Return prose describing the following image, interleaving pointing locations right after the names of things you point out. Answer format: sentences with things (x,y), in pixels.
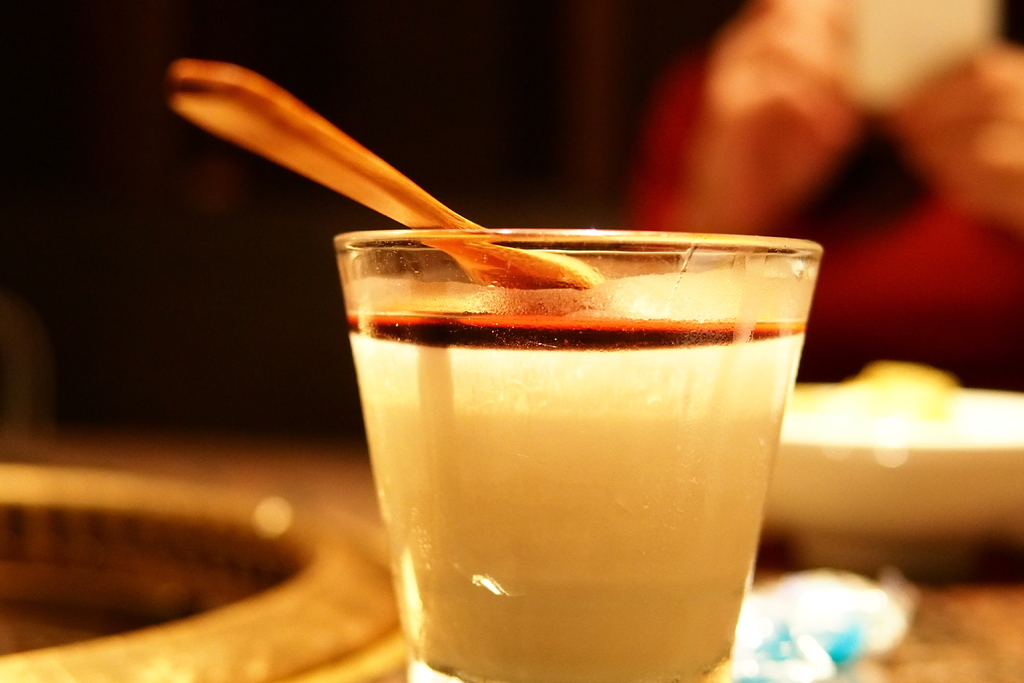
In this image there is a table (125,475), on that table (978,569) there is a glass (514,418), in that glass (517,420) there is liquid (618,358) and a spoon (511,251), the background (384,133) is blurry.
